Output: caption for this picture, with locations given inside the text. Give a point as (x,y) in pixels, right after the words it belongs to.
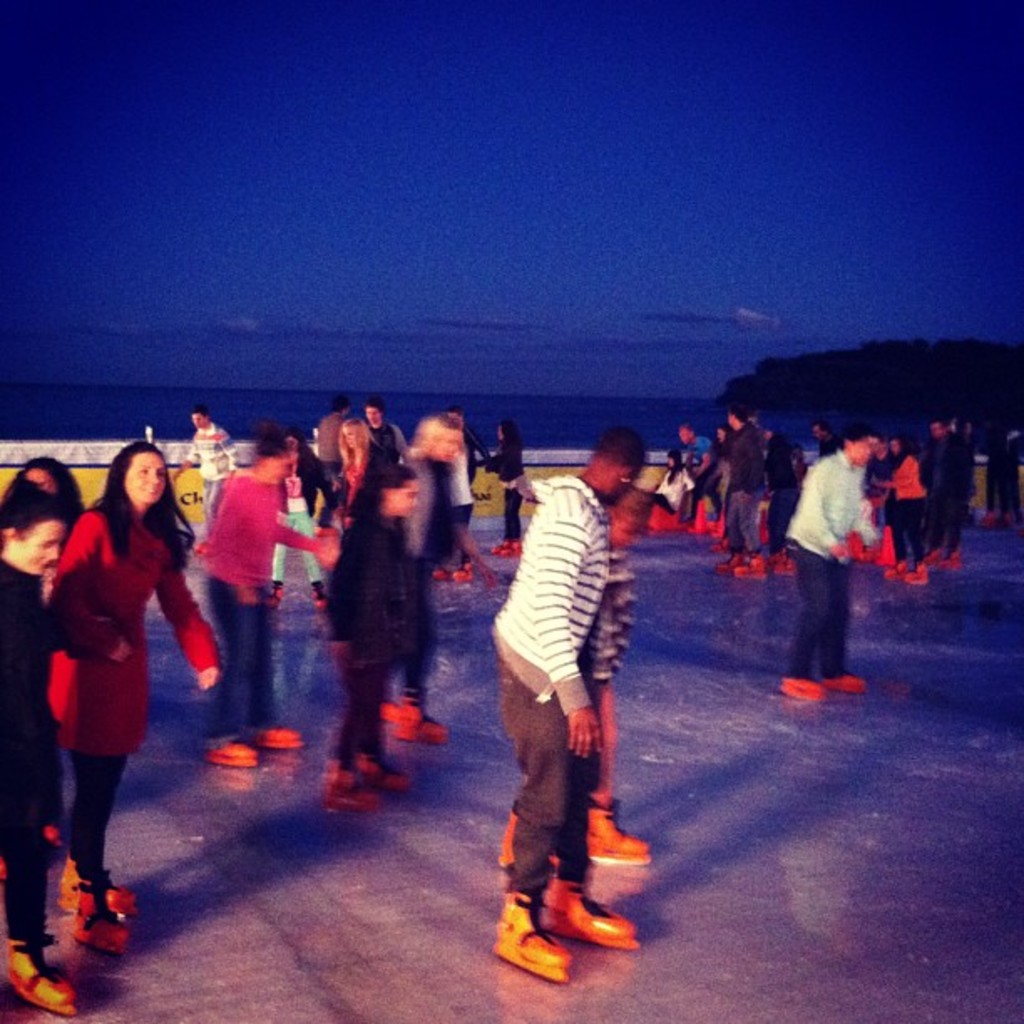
In this image we can see everyone is enjoying skating and background (673,157) is the sky (656,148).
